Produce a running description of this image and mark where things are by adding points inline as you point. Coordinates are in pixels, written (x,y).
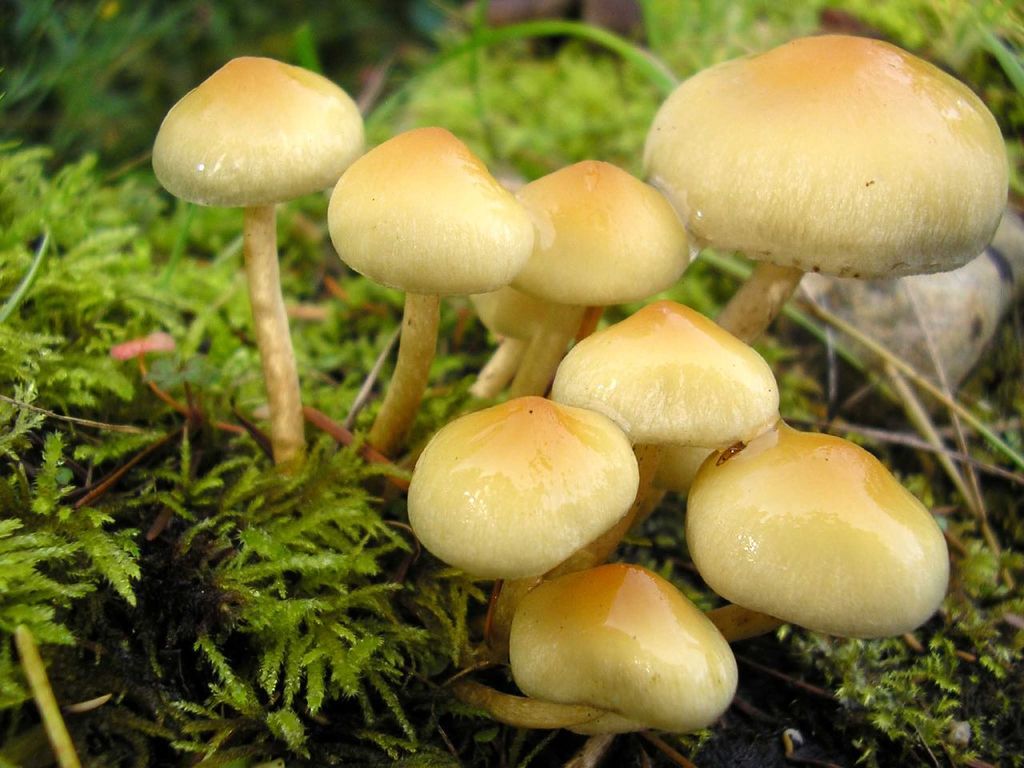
In this image I can see mushrooms (882,255) in cream color, back I can see plants (96,298) in green color.
